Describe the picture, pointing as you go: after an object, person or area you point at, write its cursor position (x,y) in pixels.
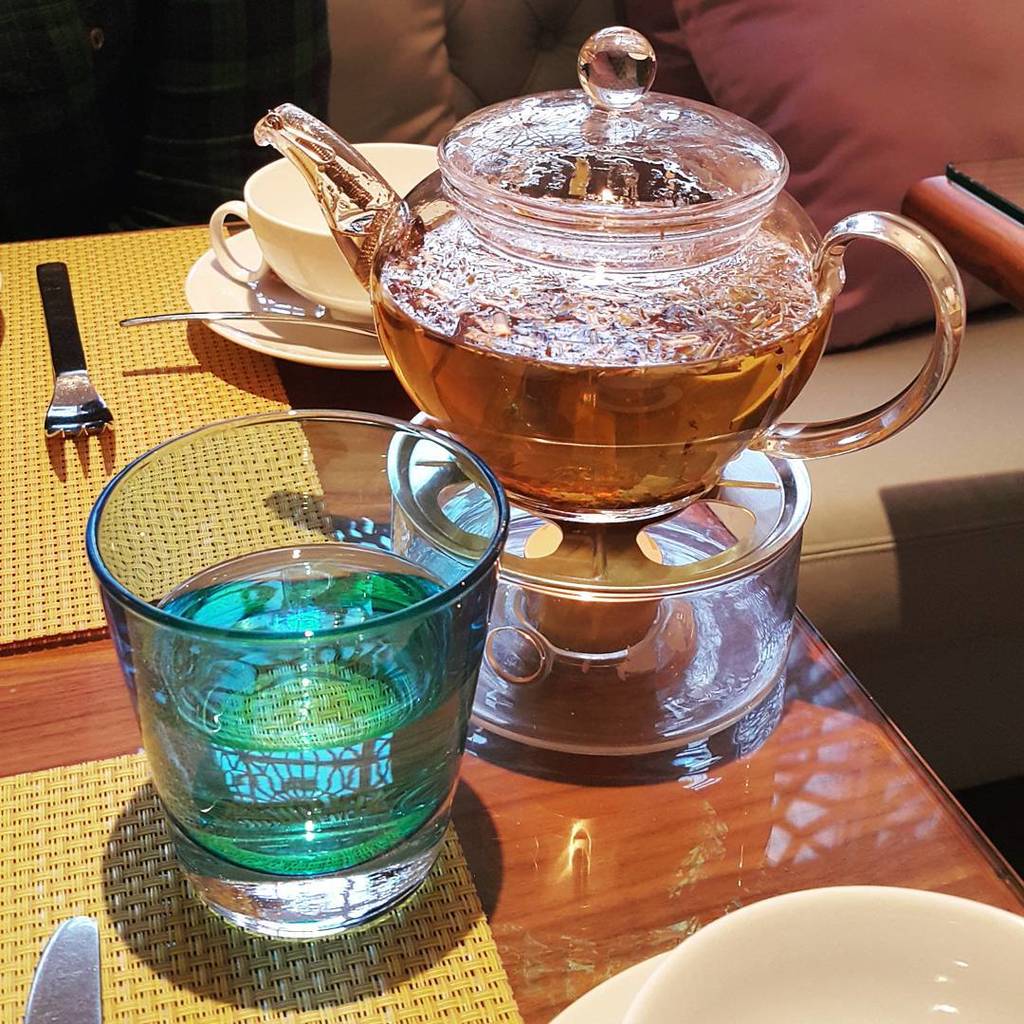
On the table (662,789) we can see water glass (305,579), tea pot (535,351), cup (339,258), saucer (287,343), warmer (629,721), bowl (783,1023), plate (608,990), knife (65,985), fork (89,395), spoon (263,315) and mat (50,594). On the top right corner (733,4) there is a pillow (898,136) on the couch (984,369).
